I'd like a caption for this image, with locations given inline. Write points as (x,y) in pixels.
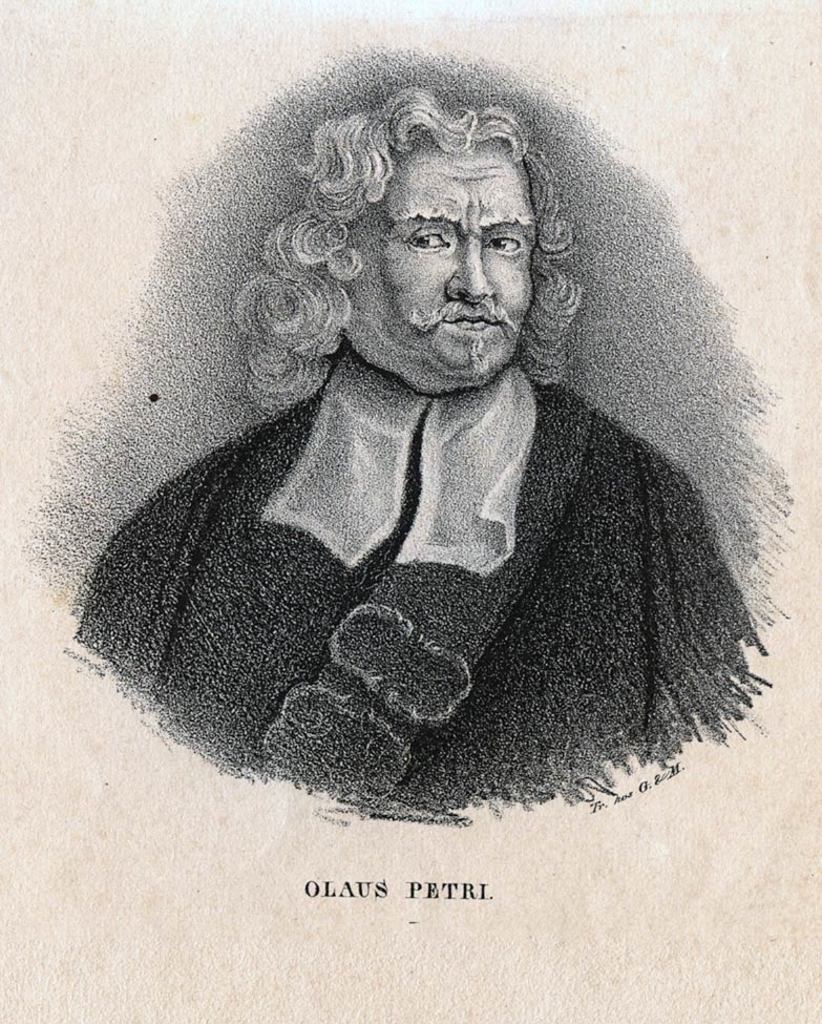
In this image I can see a person's painting (534,461), text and a cream color background (378,861).
